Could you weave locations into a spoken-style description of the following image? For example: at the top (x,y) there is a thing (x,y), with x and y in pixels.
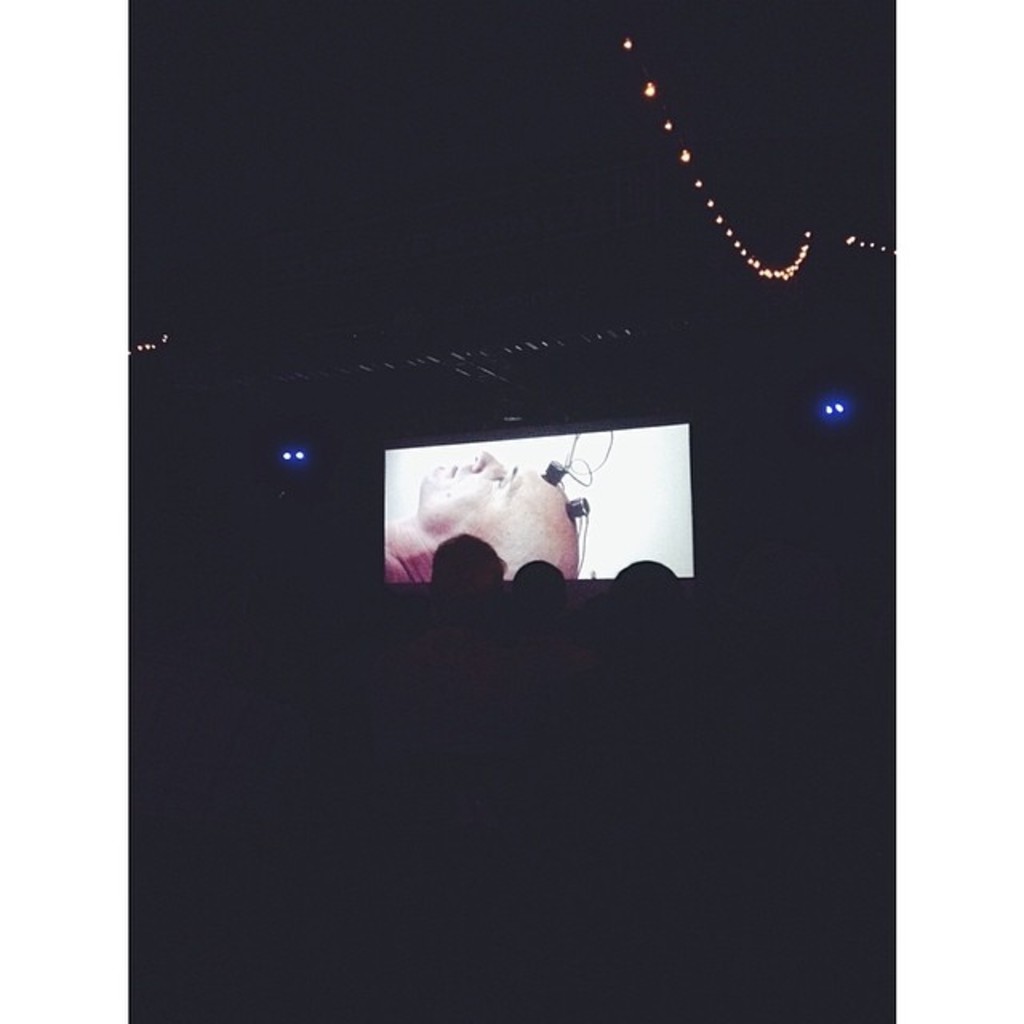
In this image we can see a screen (529,482). There is a person (562,499) on the screen (597,488). There are few people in the image. There are few lights (650,86) in the image. There is a dark background in the image.
